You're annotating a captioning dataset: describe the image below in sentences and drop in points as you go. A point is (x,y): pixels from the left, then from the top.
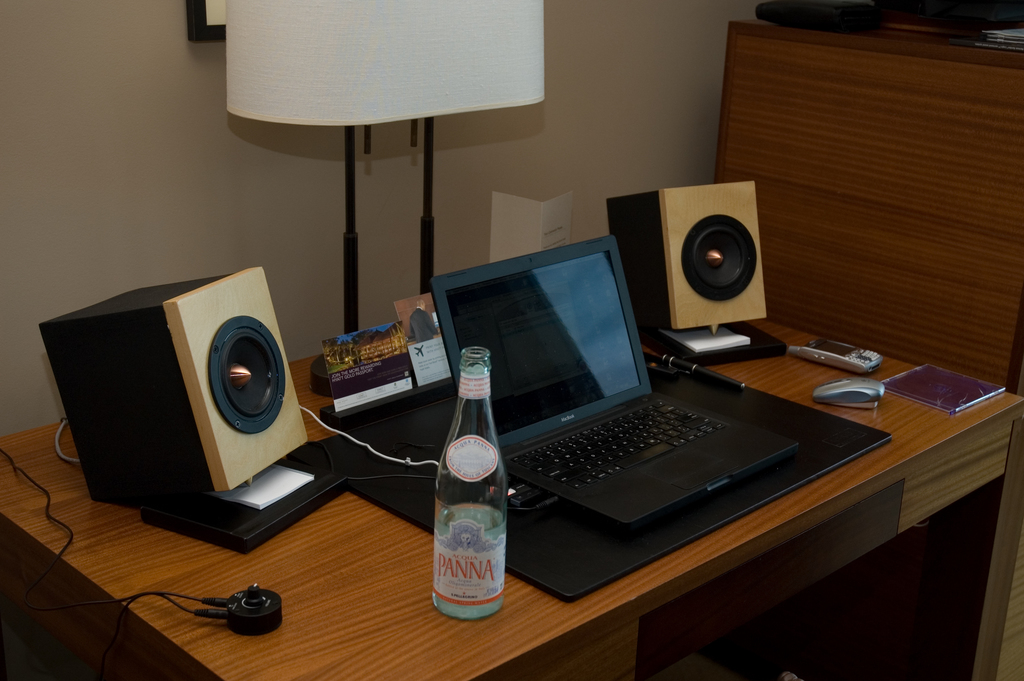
In this image i can see table (544,608) on which there is a mobile (838,354), a mouse (848,383), two speaker (162,351), a bottle (457,581), a laptop (683,407), a pen (707,368) and few other objects (346,394). I can see a lamp (228,11), the wall (109,113) and a photo frame (215,37).
